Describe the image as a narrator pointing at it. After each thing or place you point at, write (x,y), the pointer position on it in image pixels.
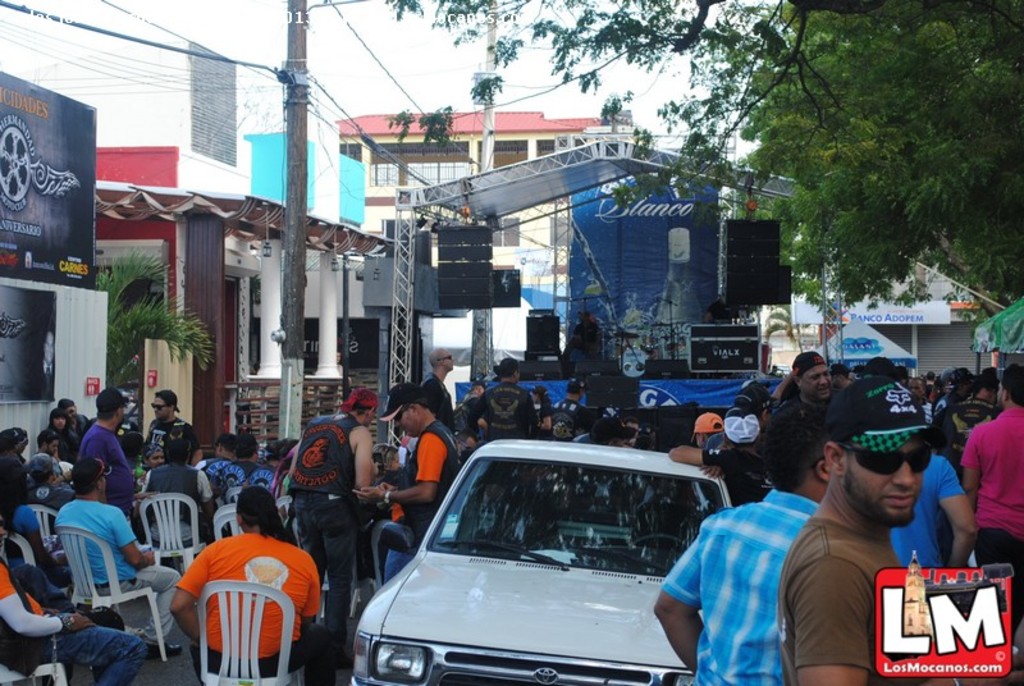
In this image there are few people (143,569) sitting on the chairs (153,501) and few (806,412) are standing. In the center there is a car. In the background (926,360) there are buildings (419,169), poles (294,272) with wires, hoardings (45,335), tent (986,336) and trees (860,195). There is also a stage (621,341) with sound boxes (545,337), mike stands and a person (720,310).
